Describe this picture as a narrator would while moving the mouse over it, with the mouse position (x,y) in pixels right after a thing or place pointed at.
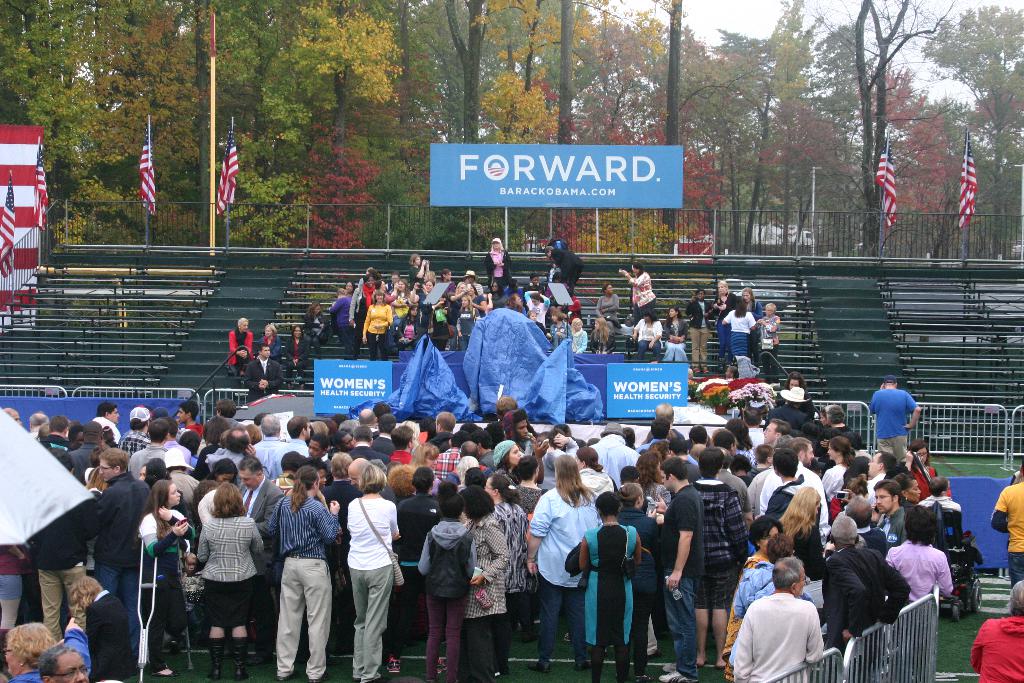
In this image, I can see groups of people (520,429) standing and few people (303,359) sitting on the benches (328,354). I can see the name boards (366,376), iron grilles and flags (967,219) hanging to the poles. In the background (152,229), there are the trees (649,106). At the center of the image (446,410), I can see a tarpaulin (432,409) and the barricades (861,658).
